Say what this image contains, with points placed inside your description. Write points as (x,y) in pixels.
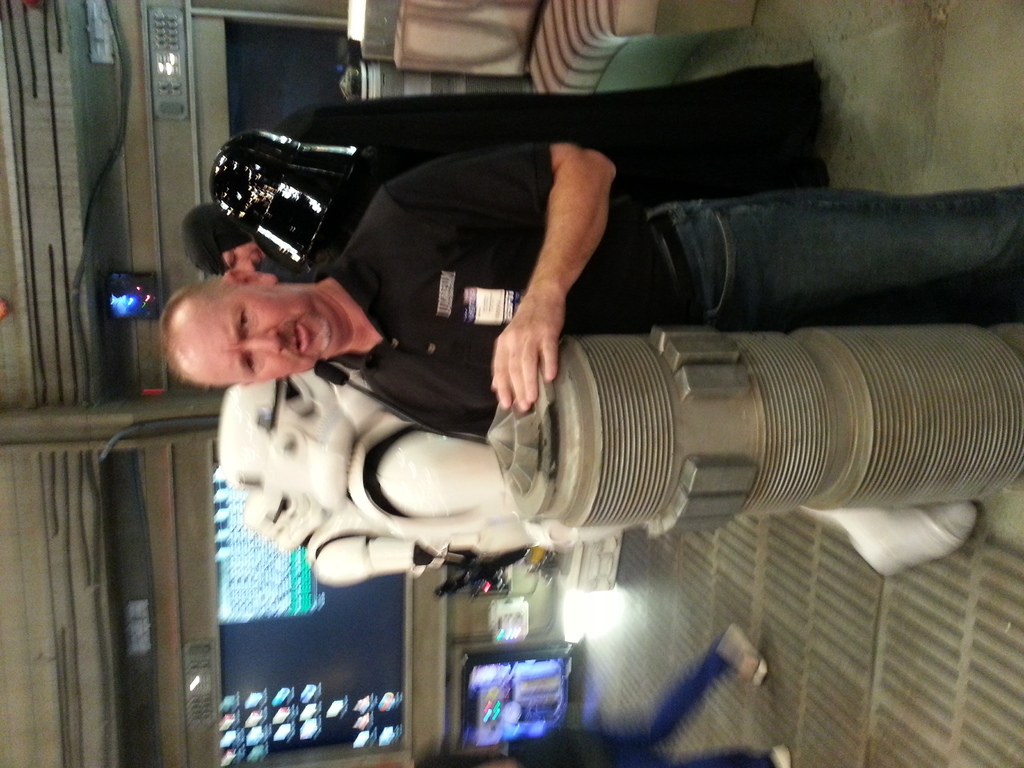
This image is in left direction. Here I can see a man (370,268) standing and looking at the picture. In front of this man (482,337) there is a metal object (712,424). At the back of this man (399,346) few persons (256,222) are standing. At the top (540,62) there is a couch (561,18). At the bottom (601,751) one person (618,750) is walking on the floor (687,735). In the background (503,610) few objects (582,557) are placed on the floor (602,645) and also there is a screen (291,688).
